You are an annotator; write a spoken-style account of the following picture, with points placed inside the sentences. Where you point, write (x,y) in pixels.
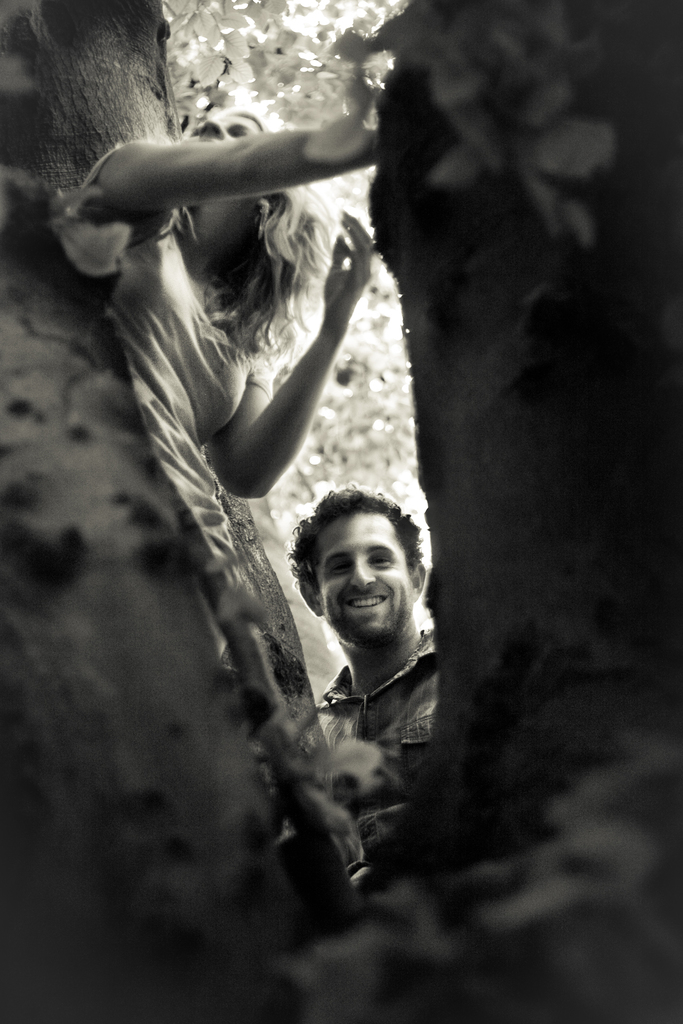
In this image there are two persons (344,532) standing among tree trunks (463,270).
